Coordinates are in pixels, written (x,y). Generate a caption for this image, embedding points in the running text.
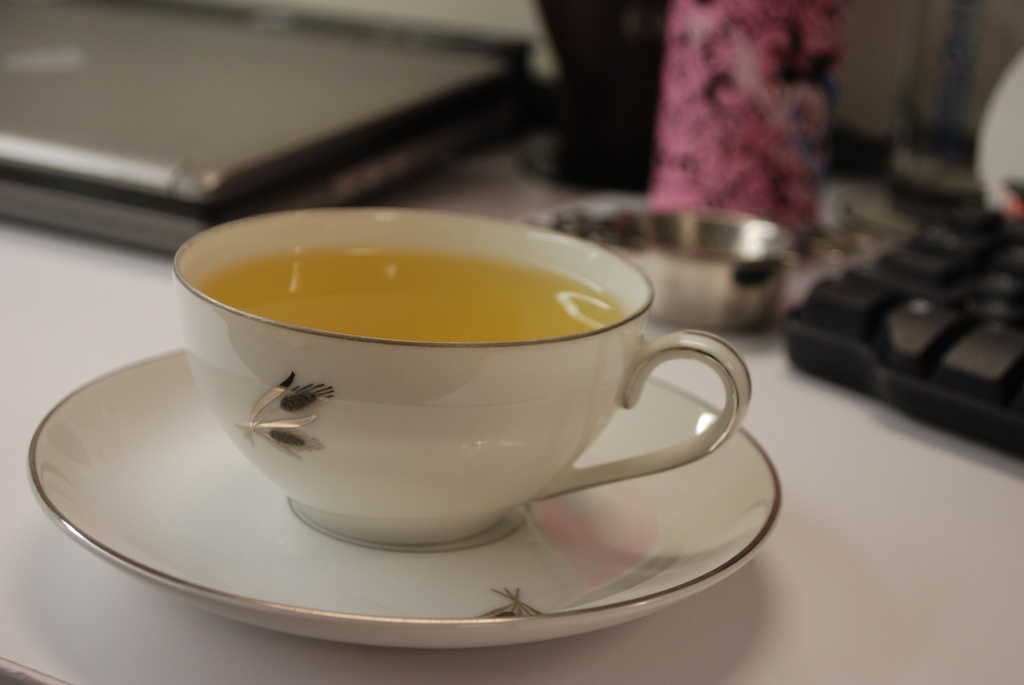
In this image we can see a cup (411,341) with liquid (403,334) in it on a saucer (151,435) on the table (28,254) and we can also see laptop (212,28), objects (636,257) and a keyboard (866,384).
